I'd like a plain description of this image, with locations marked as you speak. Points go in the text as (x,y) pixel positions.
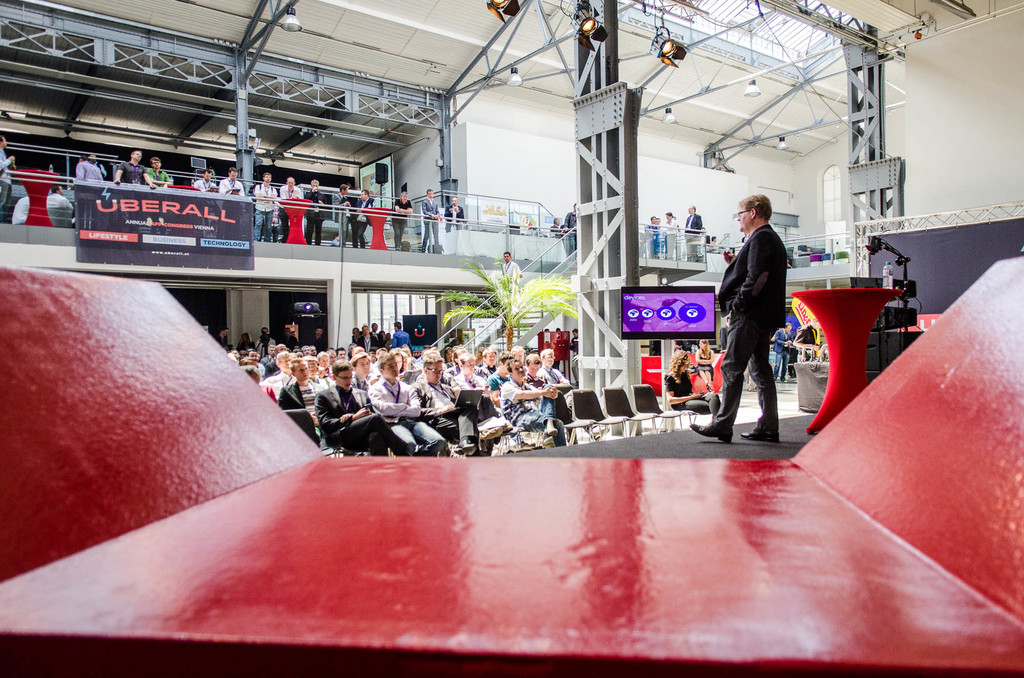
In this picture we can see the lights (289,13), beams (272,14). We can see the people (132,178) standing near to the railing (491,196). We can see a board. We can see the staircase (493,335) and a person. We can see a plant (519,314) and the screen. On the right side of the picture (749,204) we can see a man (734,347) wearing spectacles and standing on the platform (734,438). We can see a table (858,335), water bottle (882,279) and a device (870,252). In the middle portion of the picture (400,401) we can see the people (352,398) sitting on the chairs (561,401). Far we can see the people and a pillar (238,315). At the bottom portion of the picture (852,555) we can see the red color object (252,521).
